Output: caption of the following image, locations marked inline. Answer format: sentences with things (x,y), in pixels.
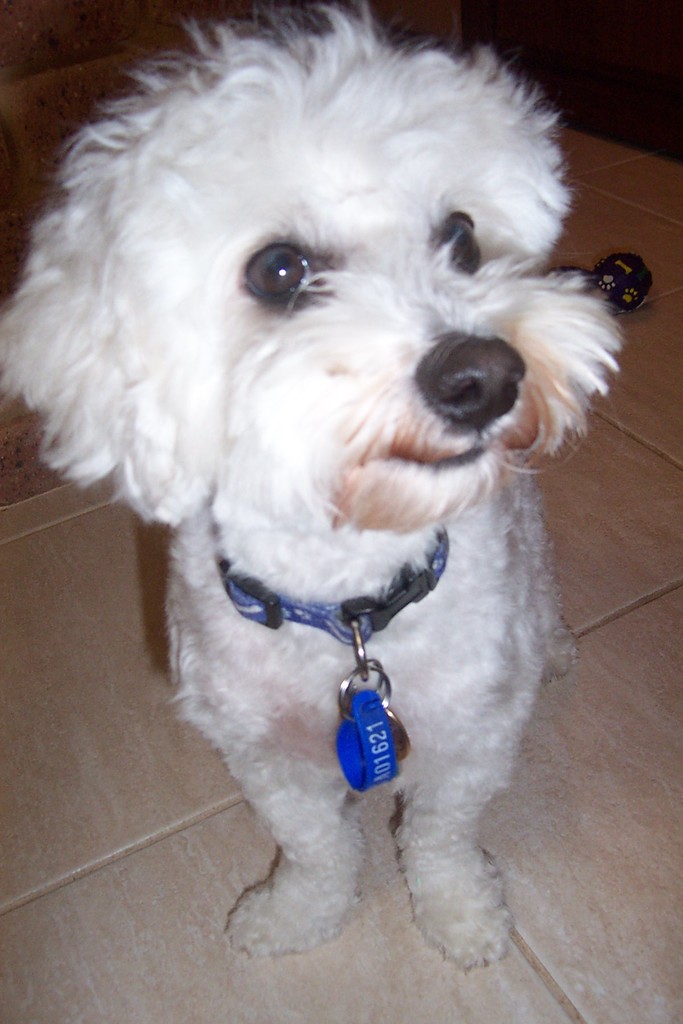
In this image I can see a dog (281,198) in white color. I can also see a blue color belt (374,628).
